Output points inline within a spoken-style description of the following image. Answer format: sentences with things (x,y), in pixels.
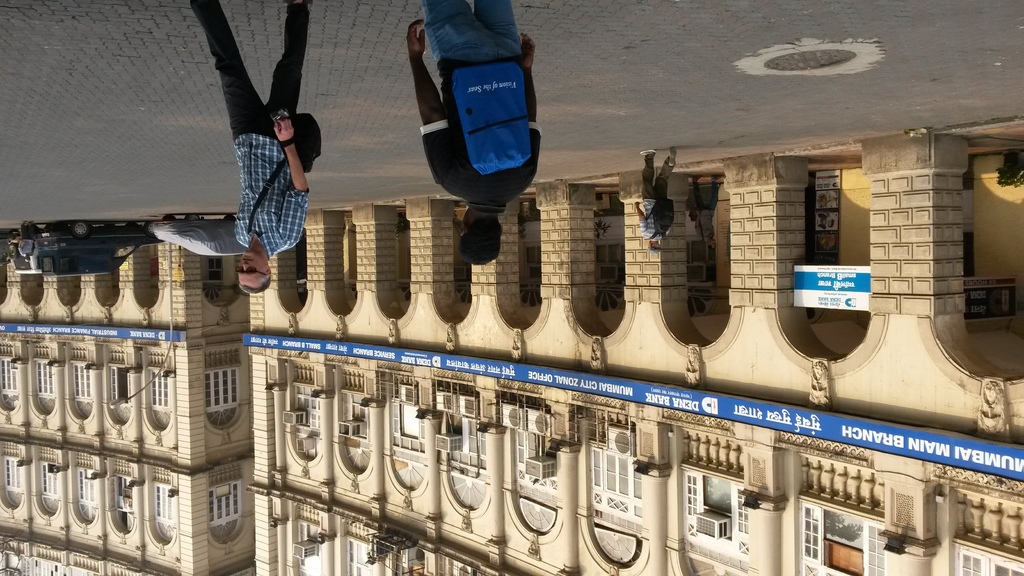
This is a rotated image. In this image there are few persons (460,163) walking on the road (211,98) and there are few vehicles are parked.
